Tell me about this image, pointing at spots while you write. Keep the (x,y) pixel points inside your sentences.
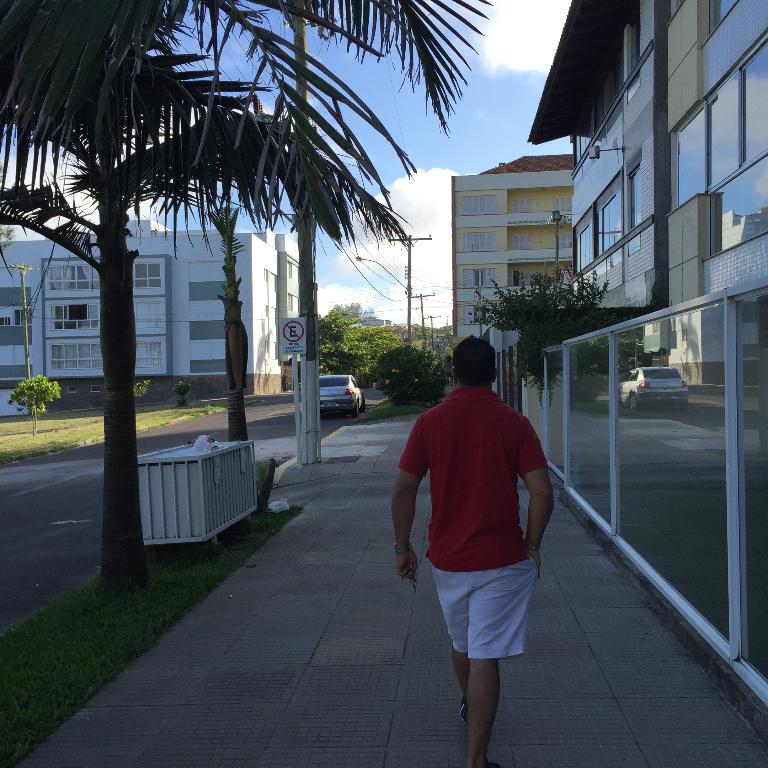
In this image I can see few buildings (166,296), windows (716,93), trees (323,205), current poles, wires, light poles (557,273), glass fencing (763,413), white box (184,509), vehicle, sign boards (285,350) and pole (301,420). The sky (423,274) is in blue and white color and one person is walking.
